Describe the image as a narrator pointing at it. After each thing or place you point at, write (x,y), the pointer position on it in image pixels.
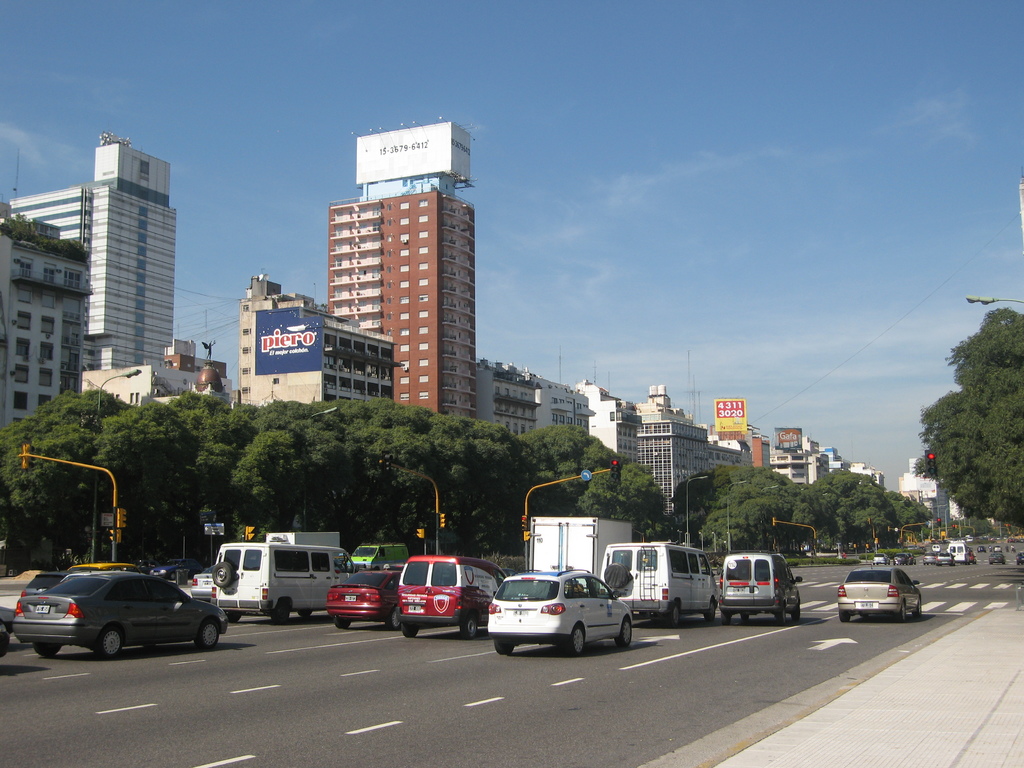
In this image I can see some vehicles (540,589) on the road (401,671). In the background (254,504), I can see the trees (402,502), buildings (109,321). At the top (543,216) I can see the clouds (800,349) in the sky (695,180).
